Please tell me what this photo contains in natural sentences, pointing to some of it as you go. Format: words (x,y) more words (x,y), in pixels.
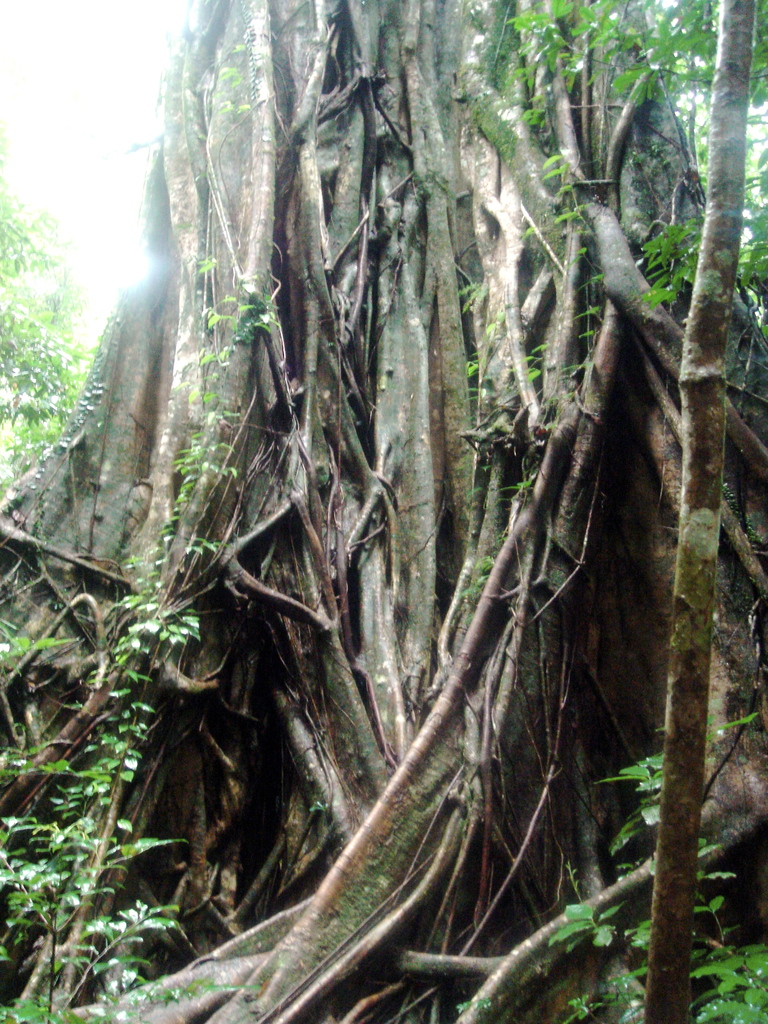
In the image there is a gigantic tree (398,471) with many roots (383,558) and branches (492,206).
